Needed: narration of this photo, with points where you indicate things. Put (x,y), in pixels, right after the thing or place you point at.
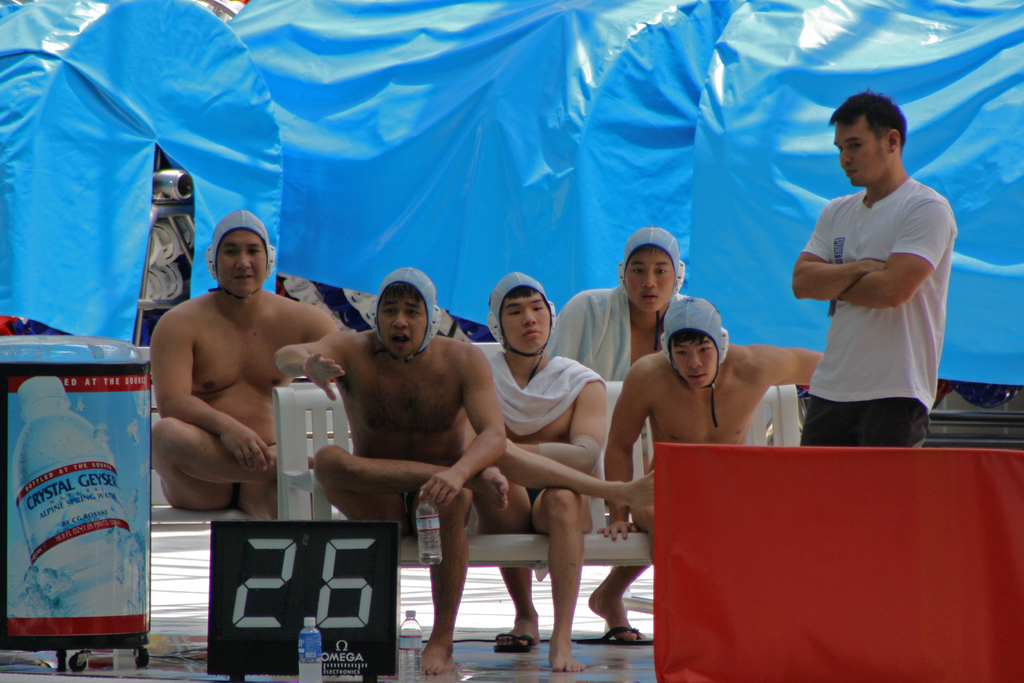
In this image I can see there are five persons (378,416) sitting on bench (769,401), on the right side (856,246) I can see a person (913,313) standing and in front of the person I can see hoarding board (796,463) and display (318,591), bottles (307,641) kept on the floor (502,590). And at the top (613,72) I can see blue color cloth (508,138).
